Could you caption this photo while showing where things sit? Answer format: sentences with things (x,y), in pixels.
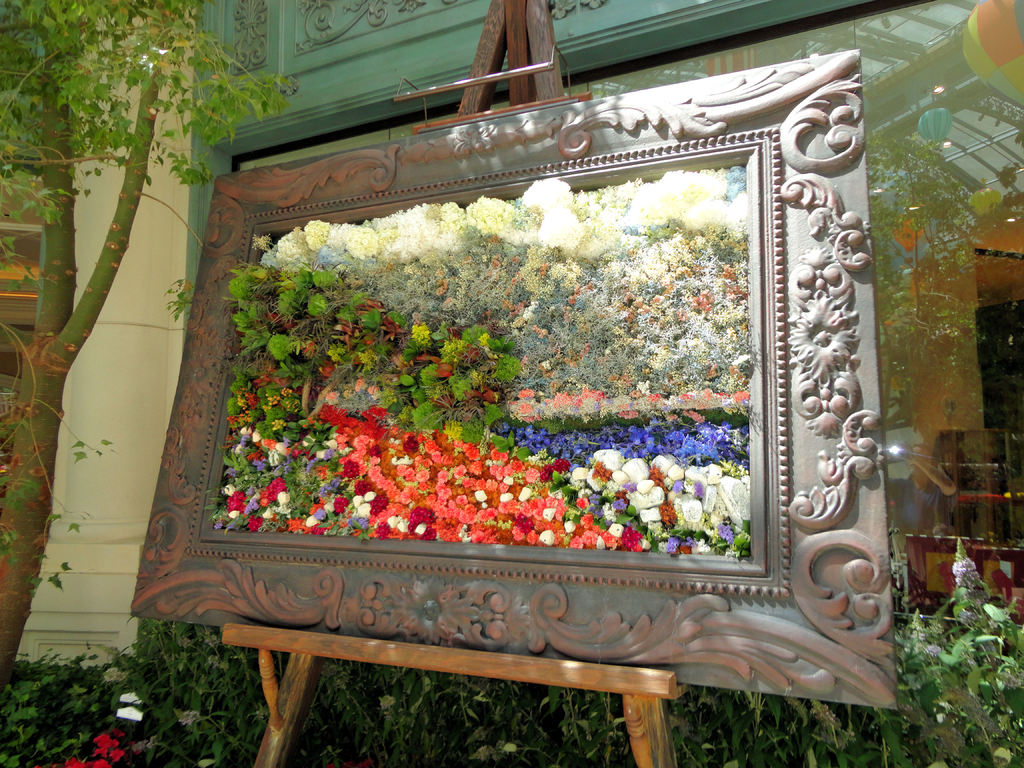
In this image in the center (444,475) there is one board (830,517) and there are some flowers (582,262). And in the background (894,198) there is a building (940,198) and some plants (219,677), tree (53,121), pillar (95,327) and some other objects (931,578).
